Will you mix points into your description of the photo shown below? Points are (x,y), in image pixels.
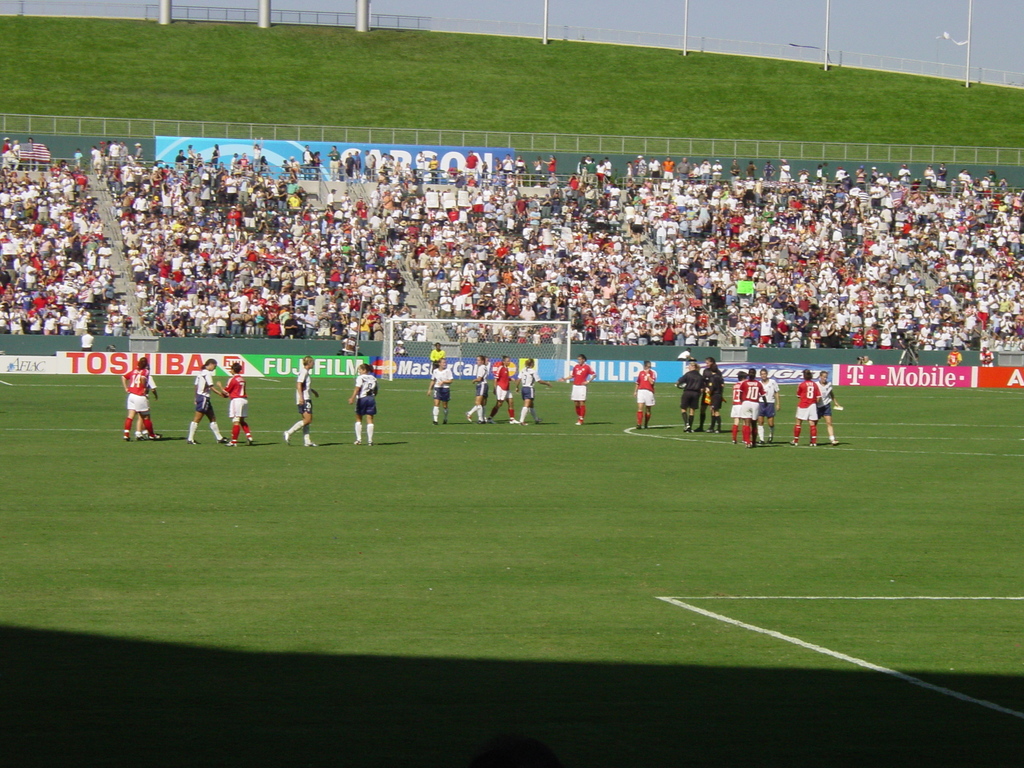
In this image I can see people (358,426) standing in a ground (942,416). There is a goal court (465,330) in the center (458,345). There is grass (967,143), fence (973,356) and poles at the back (312,28).
